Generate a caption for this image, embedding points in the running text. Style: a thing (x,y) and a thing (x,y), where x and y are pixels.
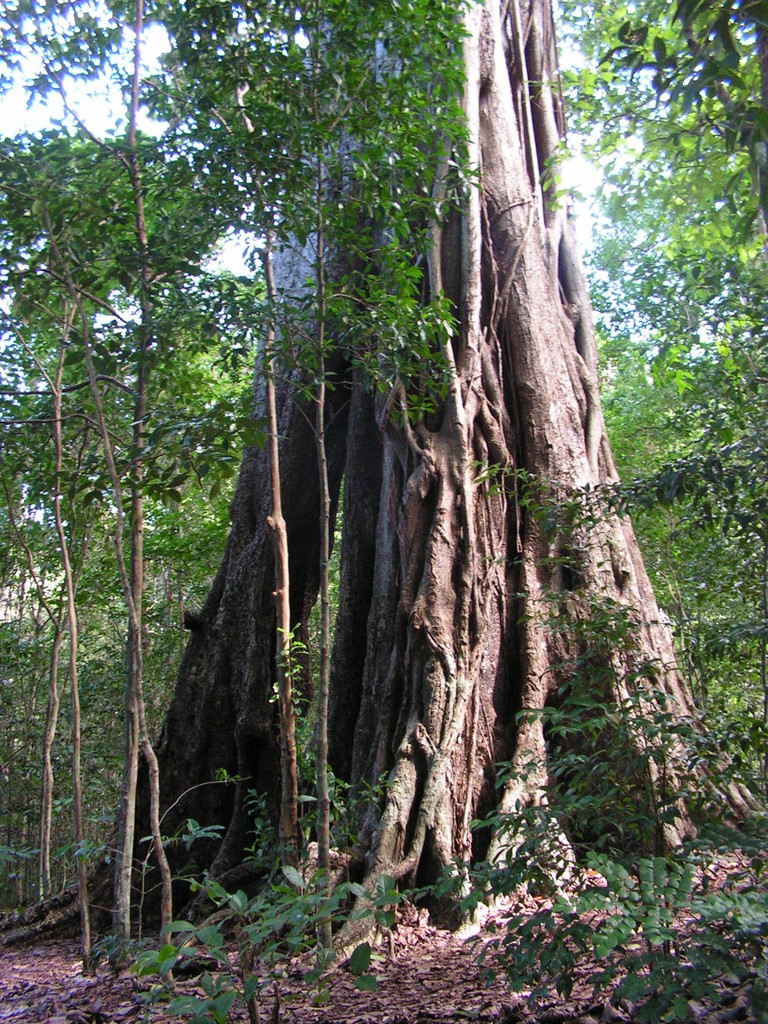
In the image we can see trees (376,285), plants (655,966), dry leaves (418,978) and the sky (51,124).
